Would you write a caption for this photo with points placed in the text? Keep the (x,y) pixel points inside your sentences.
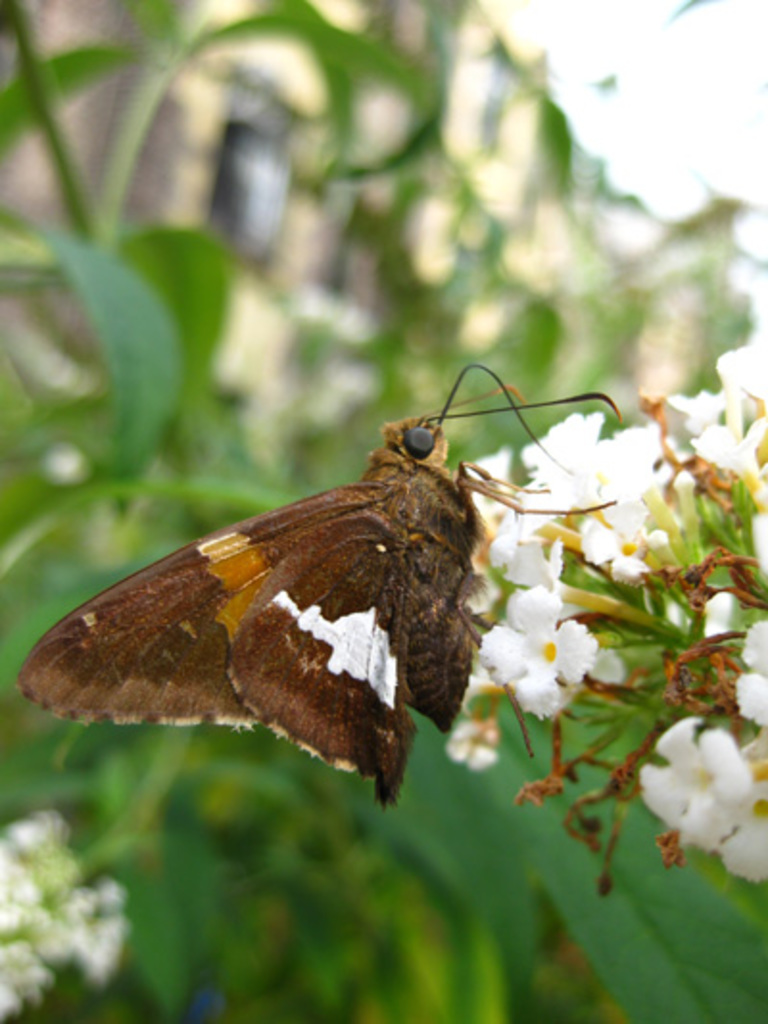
There are white color flowers (555,573). On that there is a butterfly (321,514). In the background (241,367) it is green and blurred.
